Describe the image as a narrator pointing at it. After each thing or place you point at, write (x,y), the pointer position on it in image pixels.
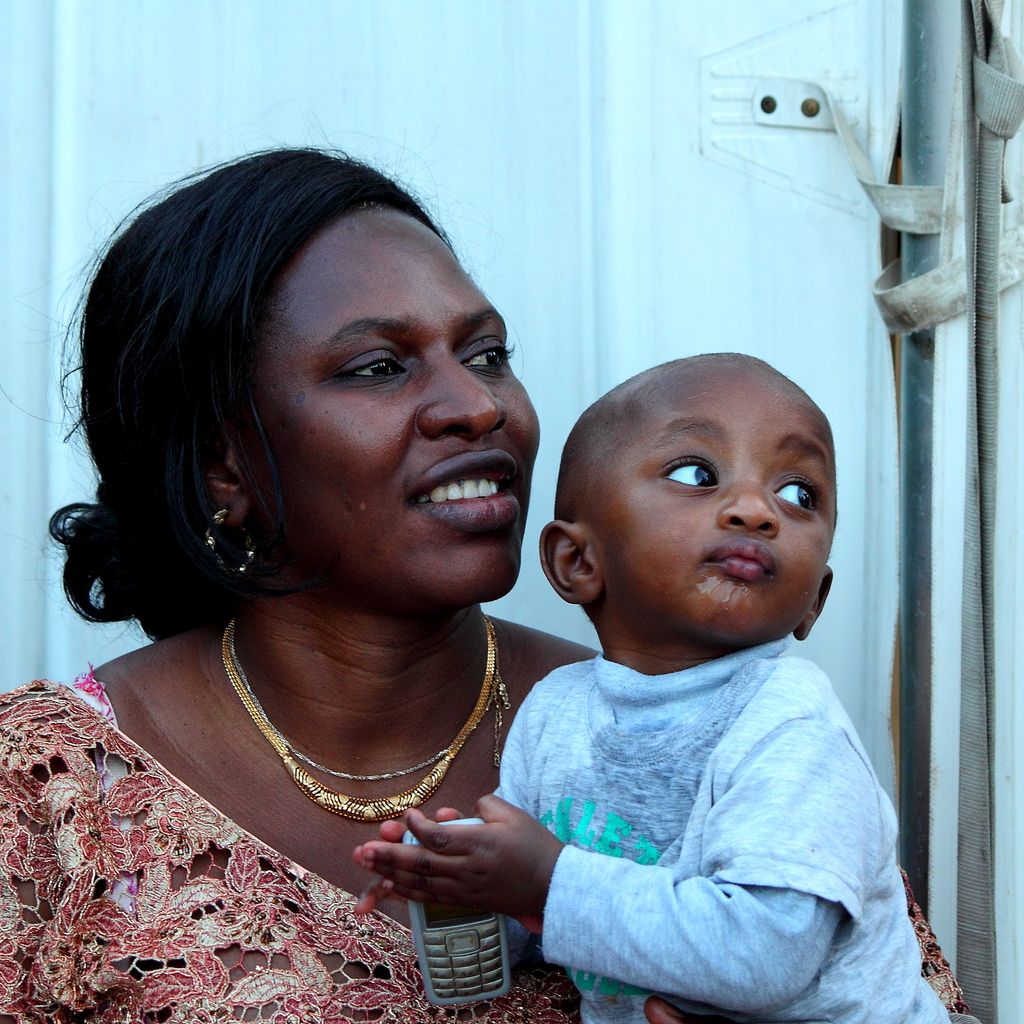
There is a woman (472,622) and a small baby (648,625) in the foreground area of the image (708,703), it seems like a pole (915,465) in the background (900,714).
